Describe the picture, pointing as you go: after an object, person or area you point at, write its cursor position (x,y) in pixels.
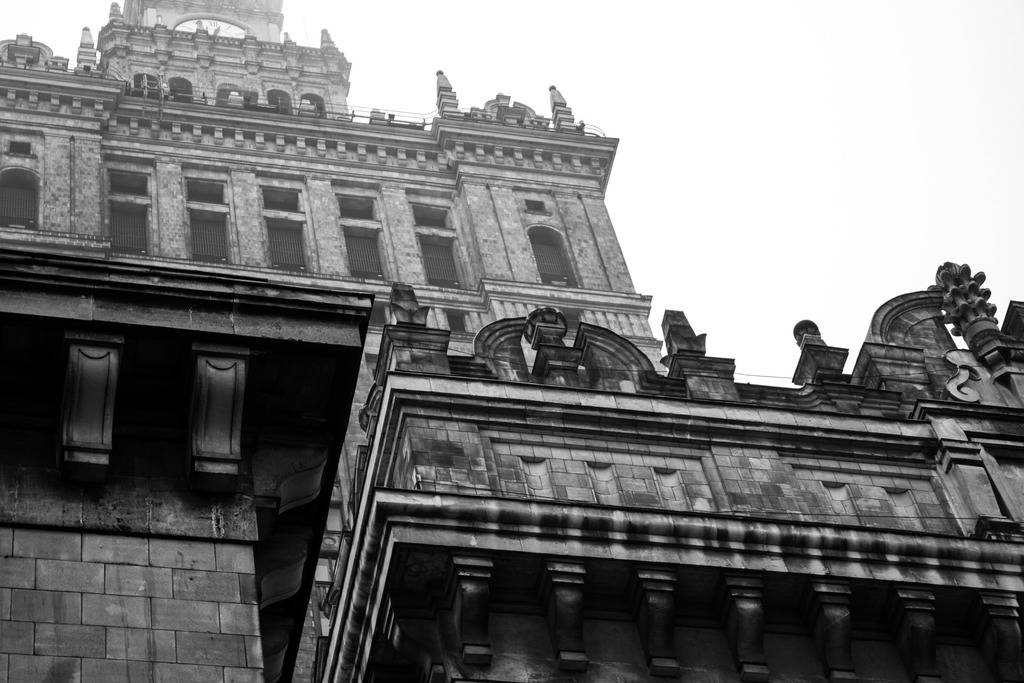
In this picture there is a building (315,410). At the top (635,117) there is sky (834,67).
